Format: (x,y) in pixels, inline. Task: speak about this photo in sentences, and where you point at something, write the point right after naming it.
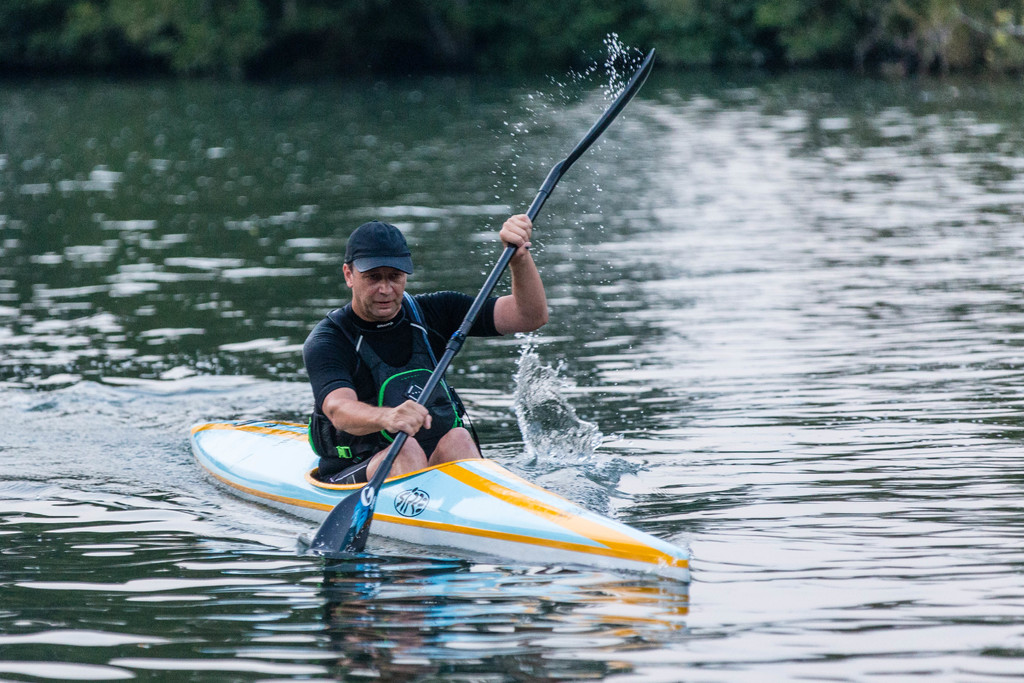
In the picture we can see a person (323,409) wearing black color T-shirt (342,367), life jacket (376,390) sitting in a boat (439,489) and holding oar (377,488) in his hands (408,422) and rowing, in the background of the picture (296,31) there are some trees (450,37) and there is water (25,156).
